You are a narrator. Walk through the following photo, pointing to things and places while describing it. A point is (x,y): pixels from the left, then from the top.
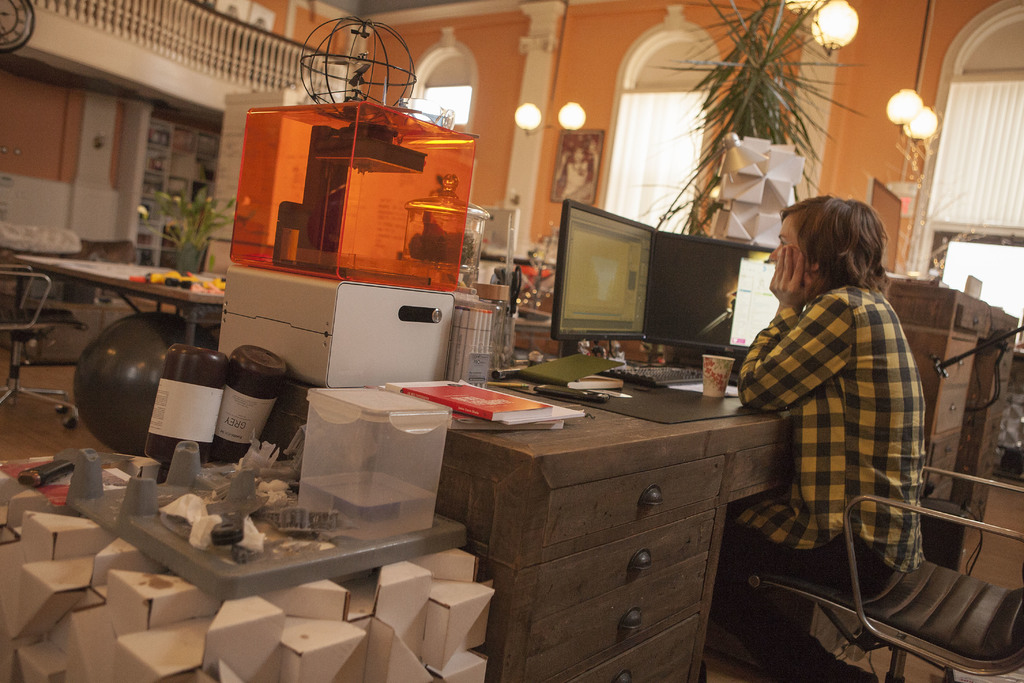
In the image we can see a person (836,430) sitting on a chair (847,524) and looking at the system (620,275). In front of him a glass (712,378) is kept. There is a plant (776,77) and a ball (137,355).
